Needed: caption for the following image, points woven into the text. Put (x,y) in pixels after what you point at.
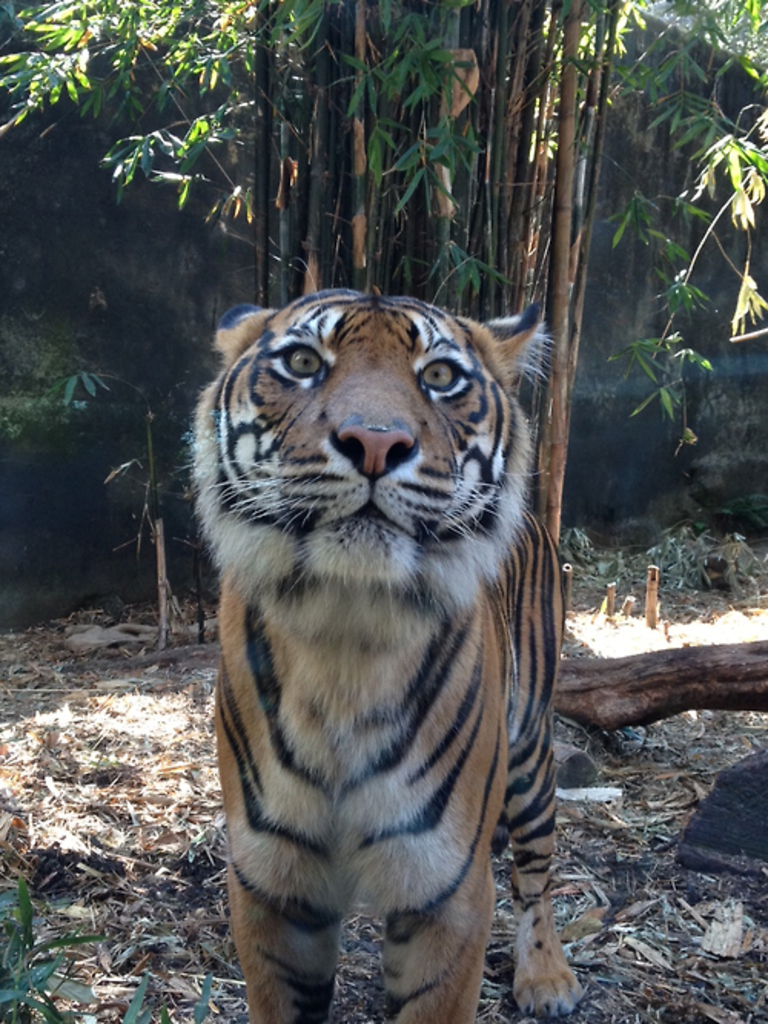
In the center of the image (340,521) there is a tiger (297,763). In the background (270,139) we can see trees (283,131) and leaves (133,161).
